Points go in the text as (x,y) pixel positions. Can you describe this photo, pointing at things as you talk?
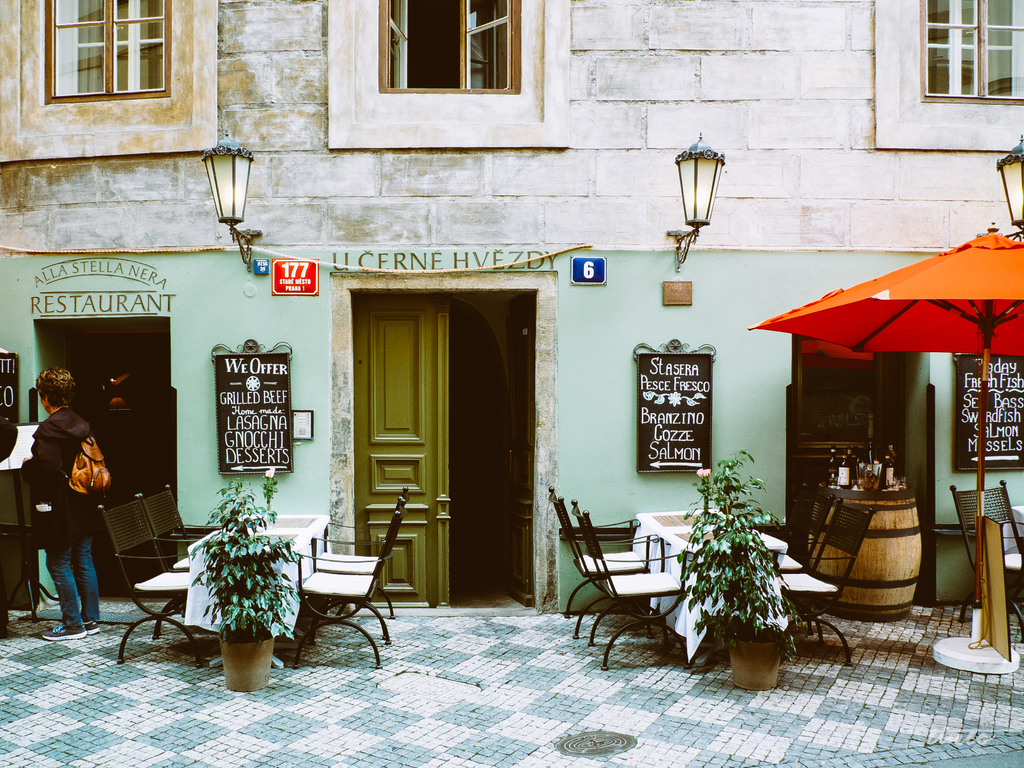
In this image, There is a front view of a building (648,109). There are three windows (955,84) at the top (959,95). There is a door (430,424) at the center of this image (389,399). There are two tables (659,518), chairs (656,590) and plants (749,529) in front of this building (829,383). There is person (48,462) standing and wearing clothes (89,435), bag (83,462) and footwear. There are three lights (249,180) attached to the wall (332,150). There is an umbrella (911,317) on the right of the image (905,304).
